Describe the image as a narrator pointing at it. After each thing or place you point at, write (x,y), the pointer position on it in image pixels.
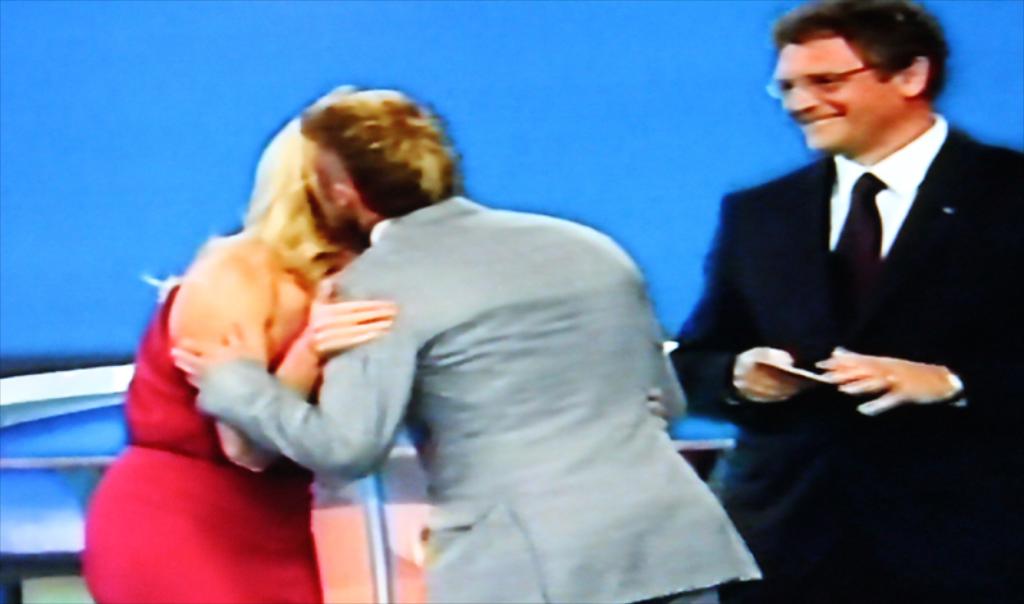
In the image there are two people (303,361) in the foreground (363,342) hugging each other and on the right side (753,259) there is a man (848,215) standing and smiling, the background of a picture is in blue colour.
